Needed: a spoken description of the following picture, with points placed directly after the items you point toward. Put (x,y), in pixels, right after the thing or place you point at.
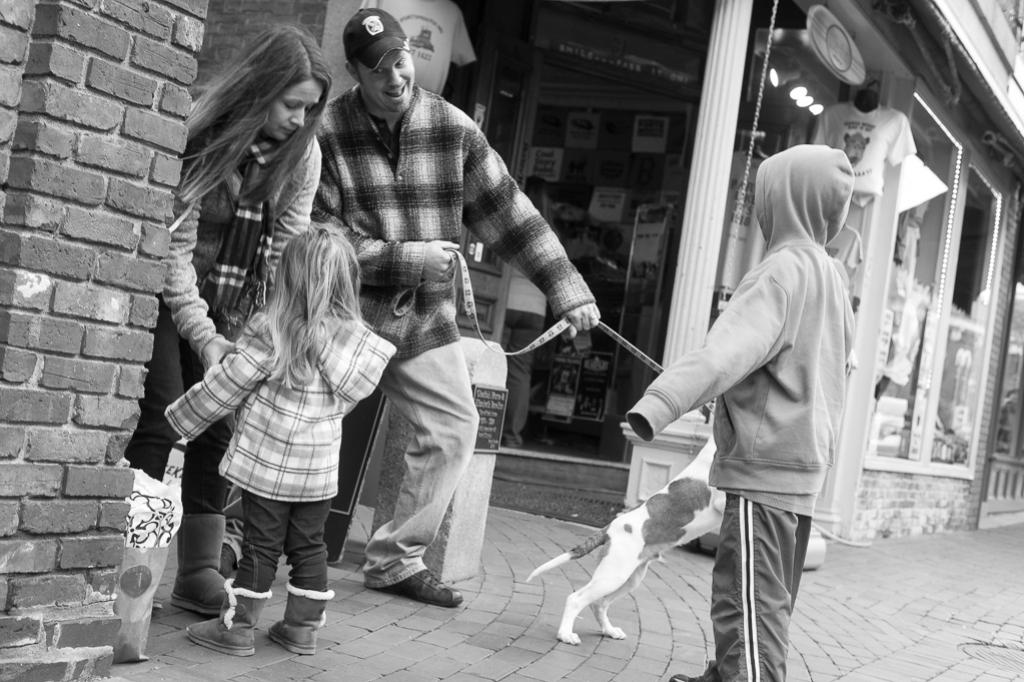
As we can see in the image, there are four people (733,529) and a dog (616,576) standing on road (515,609). On the left side (95,467) there is a brick wall (68,139) and here there is a building (677,83).
